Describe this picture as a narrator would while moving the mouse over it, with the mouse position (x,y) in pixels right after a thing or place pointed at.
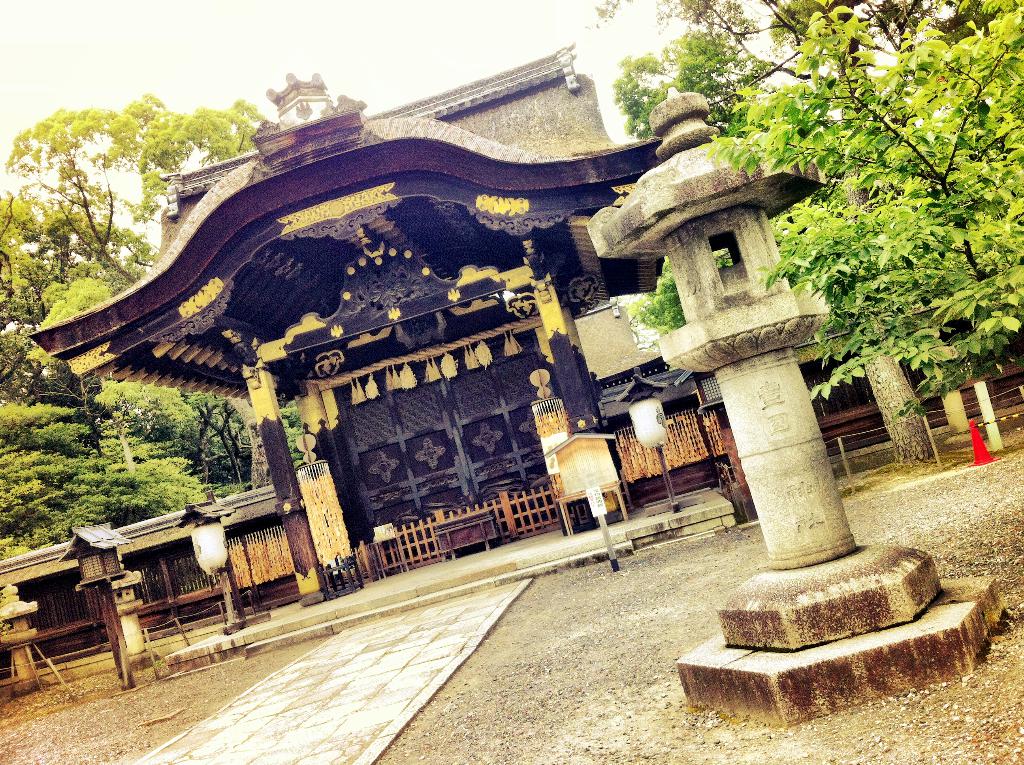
In this picture we can see a path (484,615), architecture (723,330), building (266,342), trees (48,241), boxes (572,456) and some objects (607,482) and in the background (253,32) we can see the sky (350,63).
